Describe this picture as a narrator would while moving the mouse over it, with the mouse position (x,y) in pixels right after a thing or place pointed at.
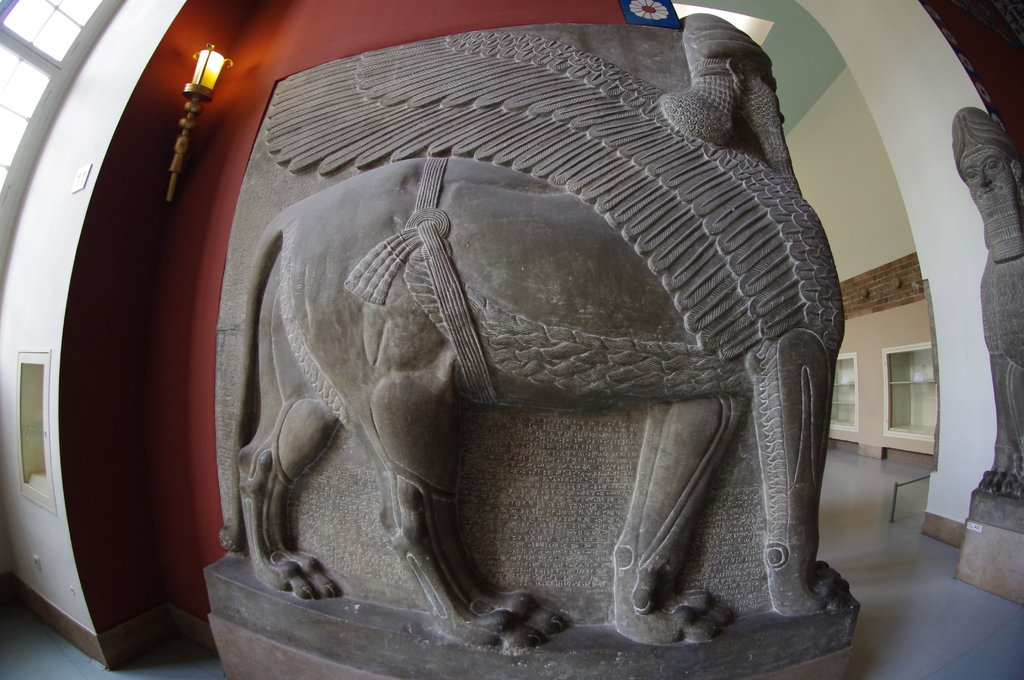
This image is taken indoors. At the bottom of the image (898,603) there is a floor (906,671). In the middle of the image (445,270) there is a carving (312,159) of an animal (581,380) on the wall (392,3). In the background (322,52) there are a few walls (174,350) with a window (44,13) and a few shelves (885,387). There is a lamp (179,170). At the top of the image (773,3) there is a ceiling (761,16) with a light (749,19). On the right side of the image (1000,205) there is a sculpture (983,503).
